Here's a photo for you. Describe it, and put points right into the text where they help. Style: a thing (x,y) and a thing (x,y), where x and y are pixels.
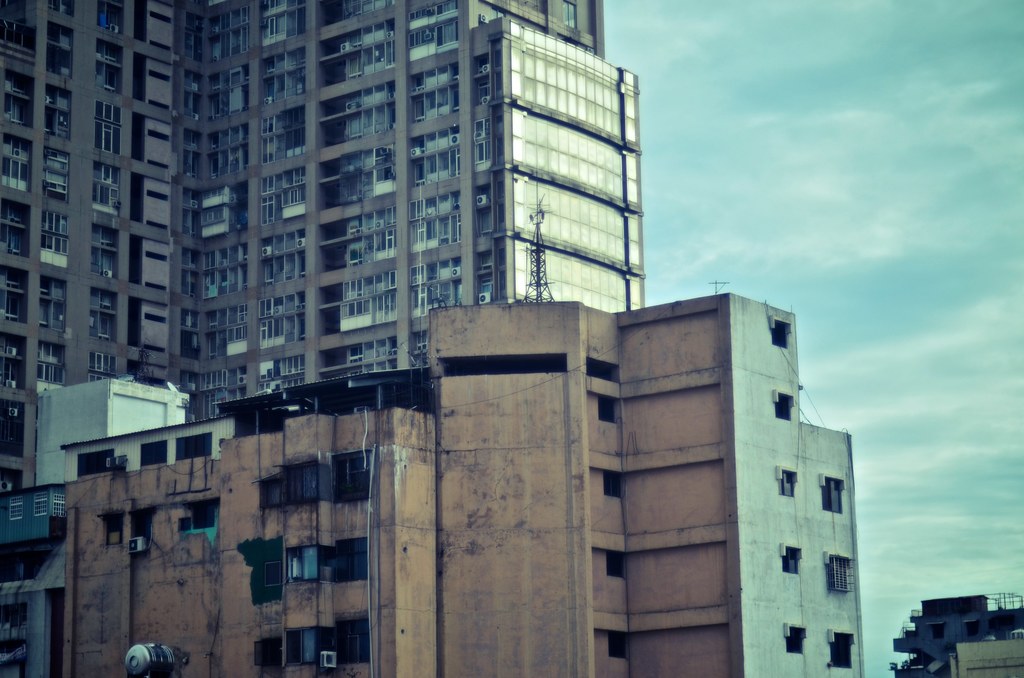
In the center of the image (359,353) there are buildings (560,440). In the background (833,73) there is sky (838,220).
